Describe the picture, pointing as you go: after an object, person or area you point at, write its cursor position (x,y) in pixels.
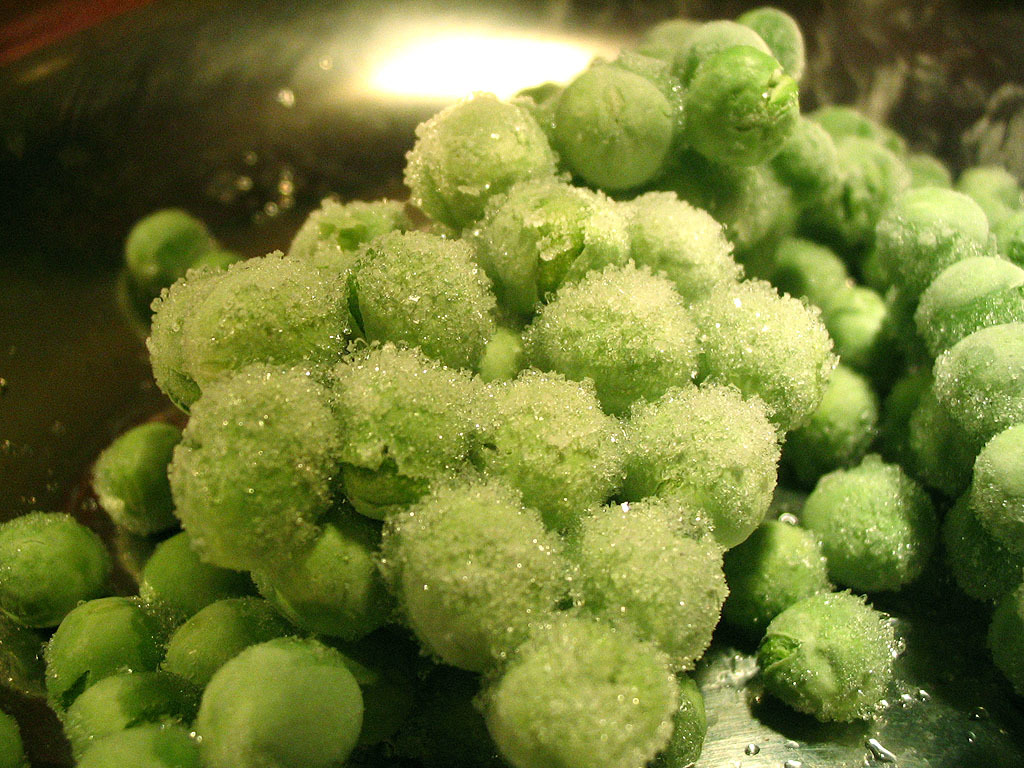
In this image we can see a food item (630,487). In the back (444,85) there is a light (446,87).
